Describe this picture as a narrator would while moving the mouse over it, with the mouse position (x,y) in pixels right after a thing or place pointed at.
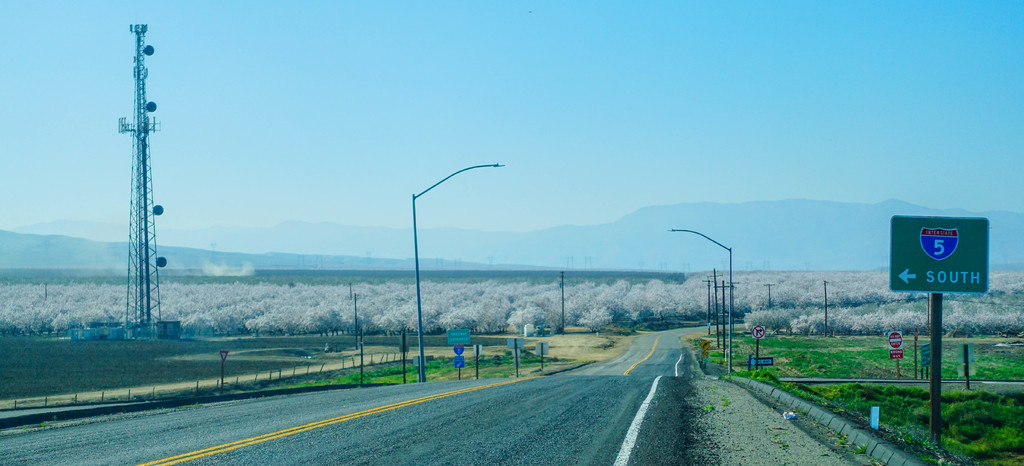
In this picture we can see few poles (562,319), sign boards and a tower (145,204), in the background (163,239) we can find few trees (465,305) and hills (678,252).
